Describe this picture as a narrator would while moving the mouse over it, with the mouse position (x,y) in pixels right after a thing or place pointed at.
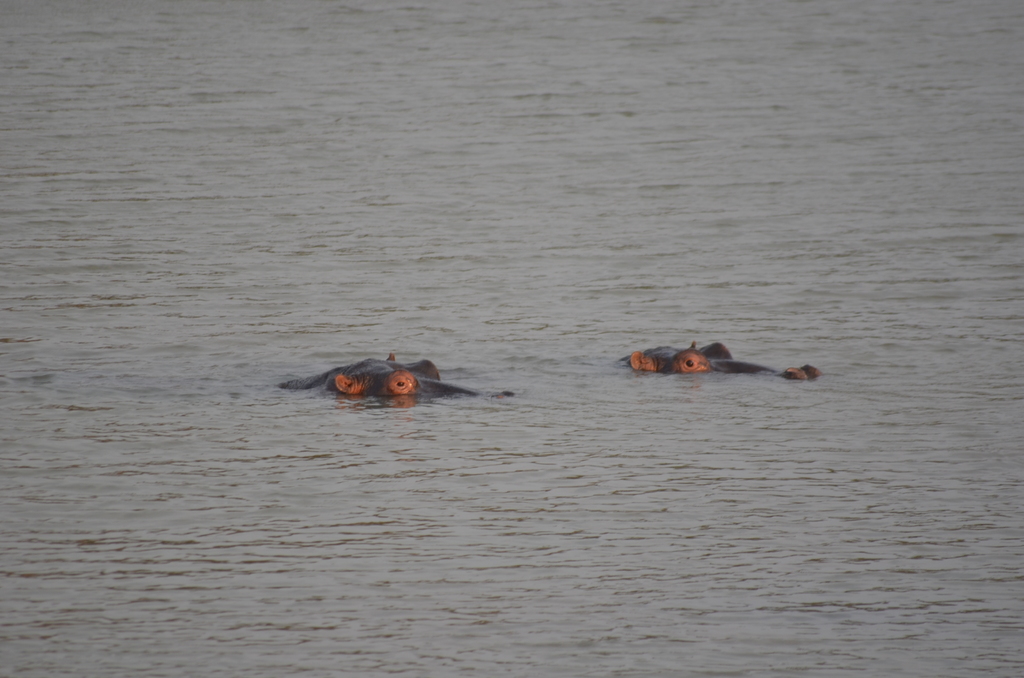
In the picture there are two hippopotamuses (346,378) swimming in the water (536,393).
